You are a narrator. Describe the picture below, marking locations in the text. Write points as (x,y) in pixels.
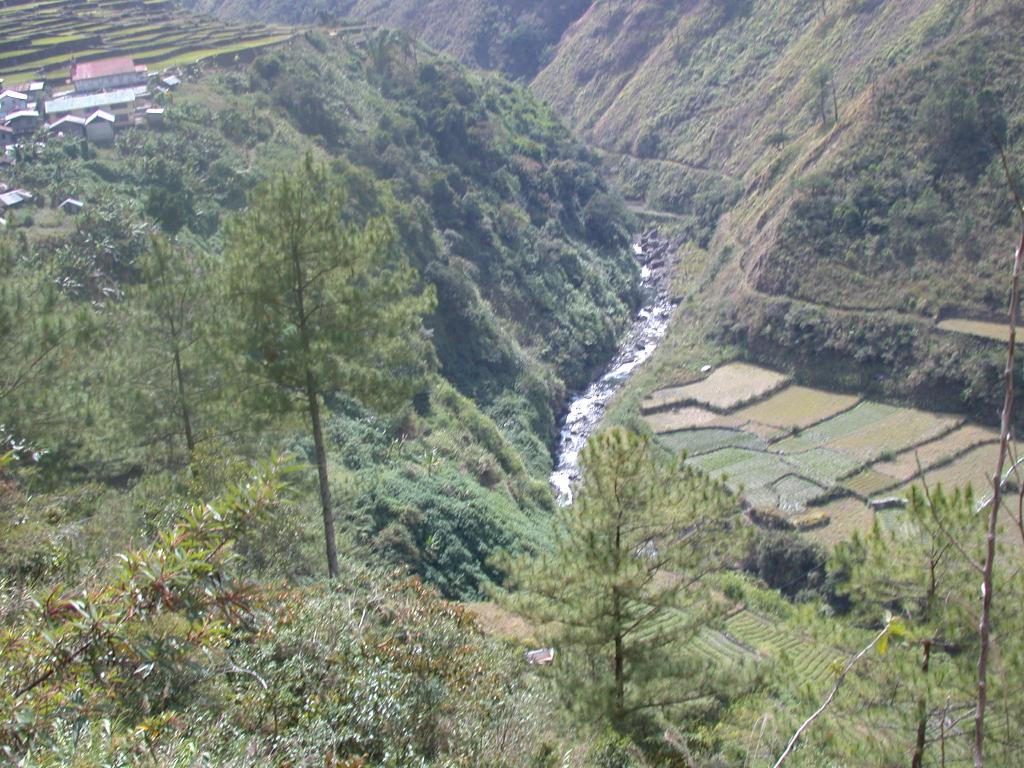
In this image there are hills (639,85) in the middle (463,286). On the left side (82,77) there are some houses (89,71) above the hill (82,144). Beside the houses (102,74) there are fields (162,33). On the right side (825,405) bottom there are fields (730,418). In the middle (614,375) there is water (650,326). At the bottom (228,627) there are trees (641,647).
